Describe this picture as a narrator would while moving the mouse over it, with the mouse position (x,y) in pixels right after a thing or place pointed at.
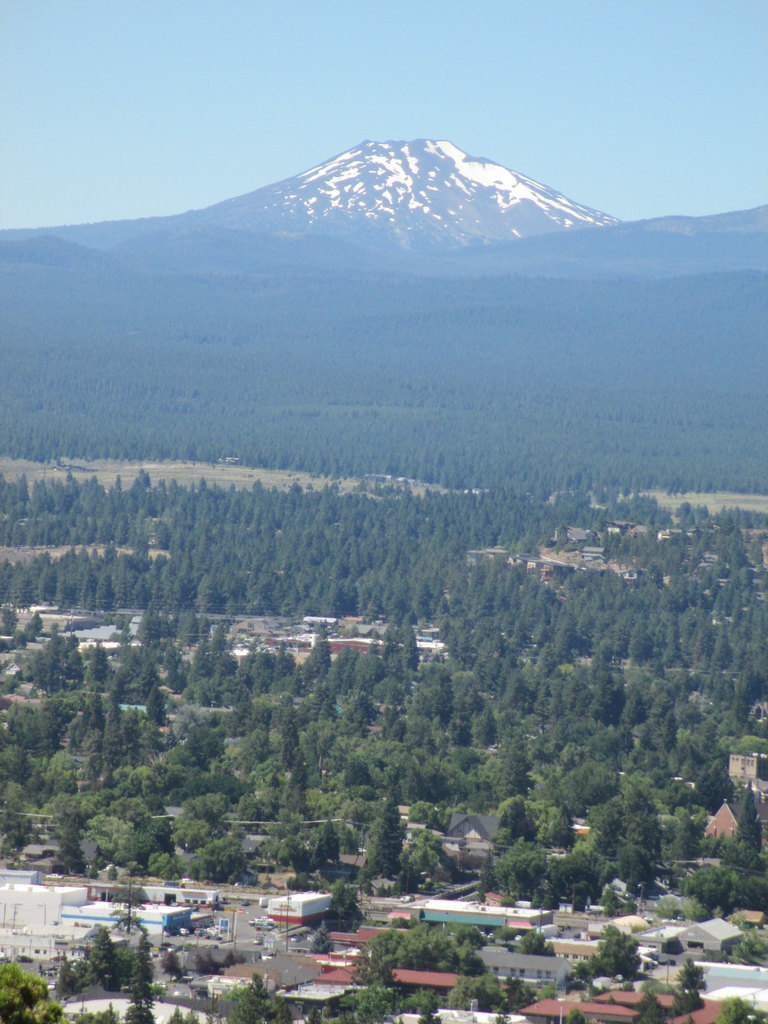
This picture consists of an aerial view, in which there are houses (485,827) and trees (383,833) in the image.
